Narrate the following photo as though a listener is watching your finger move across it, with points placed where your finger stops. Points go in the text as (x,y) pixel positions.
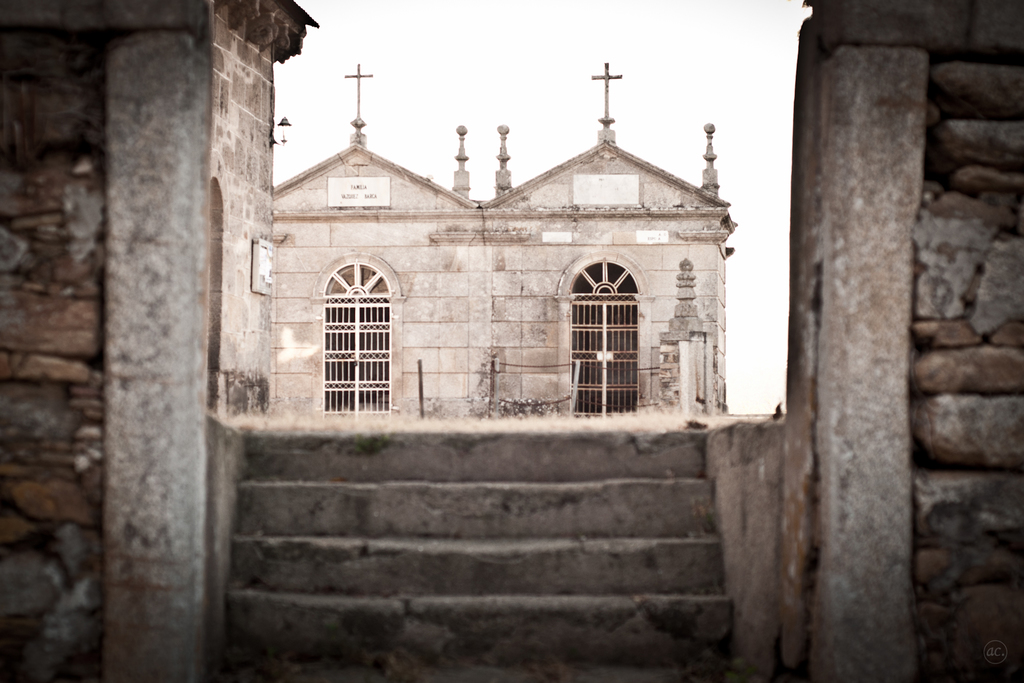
There are stairs (593,523) in the middle of an image (621,379) and it looks like a church (532,310) in the back of an image.
